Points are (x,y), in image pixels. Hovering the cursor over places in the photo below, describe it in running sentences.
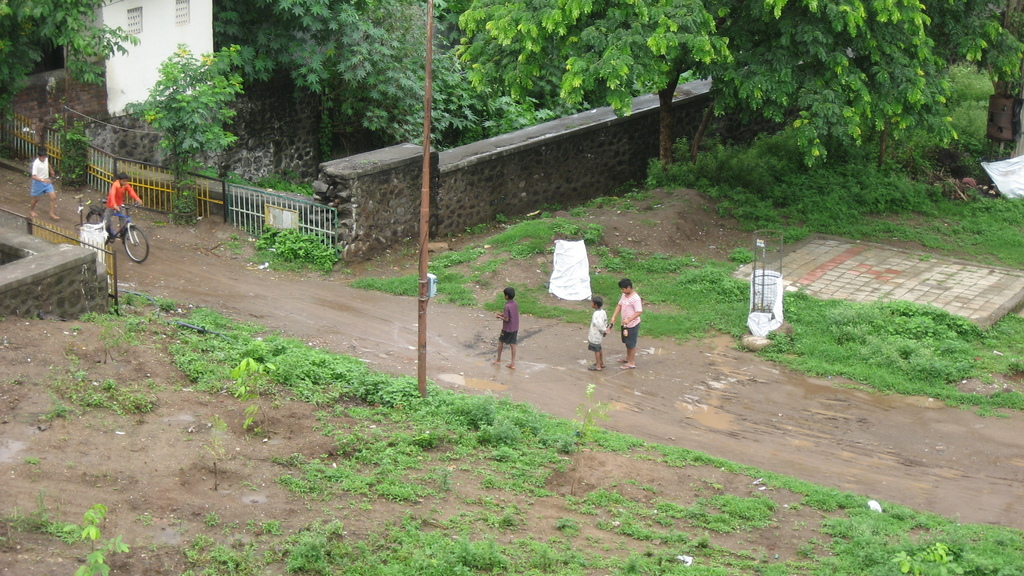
In this image there are a few people (510,308) on the road (186,286) in which one of them riding a bicycle (131,223), there are few trees (240,18), plants (309,557), grass (312,572), fences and a wall (159,49).
